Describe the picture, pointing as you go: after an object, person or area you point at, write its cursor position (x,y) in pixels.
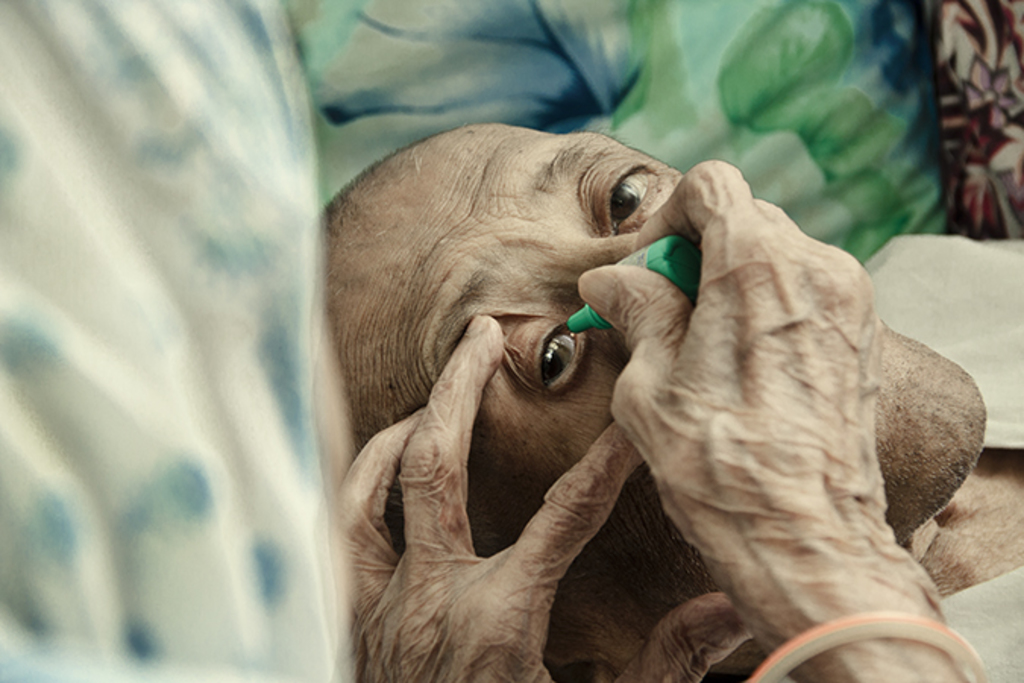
In this image, we can see an old person (551,438) is lying and watching. Here we can see another person hands (821,570) holding a green color bottle (689,257) and old person face (504,378). On the left side of the image (110,388), we can see a blur view. Top of the image (848,110), we can see clothes (698,94).
